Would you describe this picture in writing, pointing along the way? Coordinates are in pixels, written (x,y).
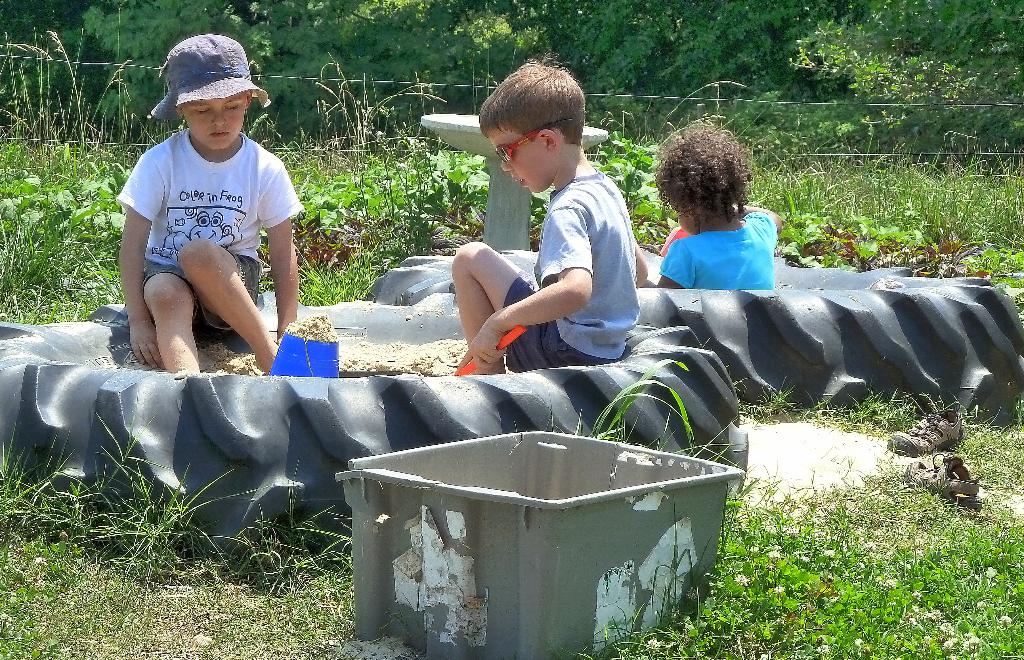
In this image we can see three kids (508,296) sitting on tyres (672,320) playing with sand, in the foreground of the image (517,432) there is a box (539,516) and in the background of the image (635,153) there are some trees (976,45) and plants (365,127).
